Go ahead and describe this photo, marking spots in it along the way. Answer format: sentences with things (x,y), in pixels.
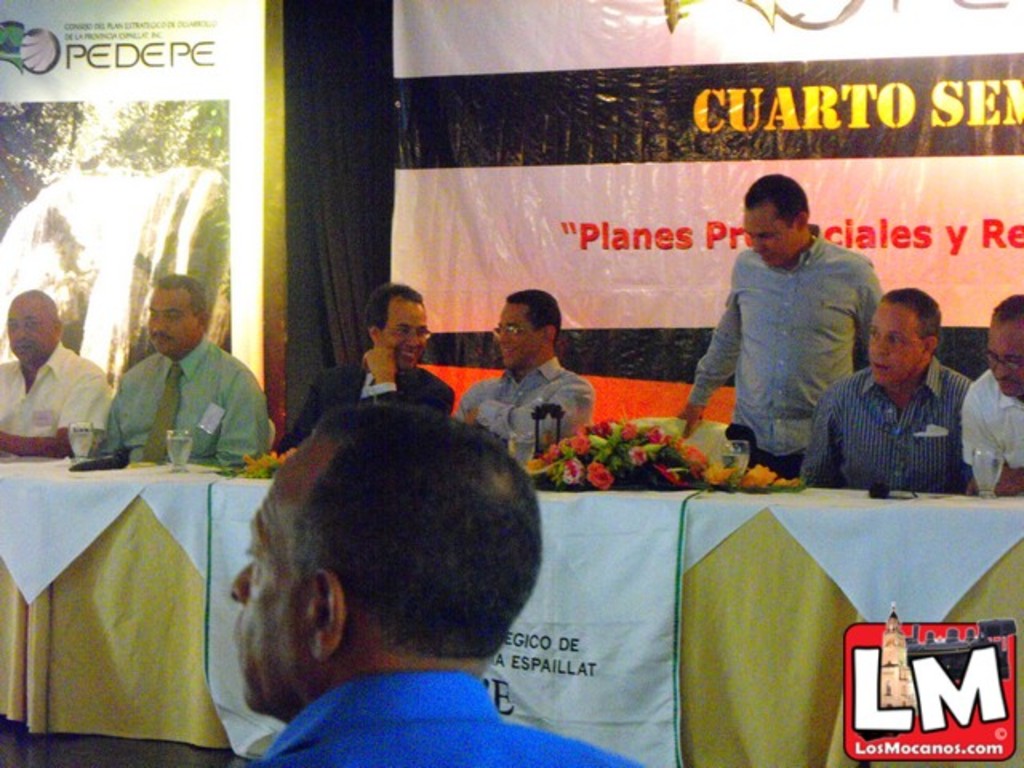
In this image, we can see people (231,358) and some are sitting on the chairs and some are wearing badges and we can see glasses (86,431), bouquets (605,447) and some other objects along with clothes (233,506) are on the table (562,561). In the background (613,341), there are banners (540,182) with some text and logos (22,50) and at the bottom (966,685), there is a logo (890,689).
